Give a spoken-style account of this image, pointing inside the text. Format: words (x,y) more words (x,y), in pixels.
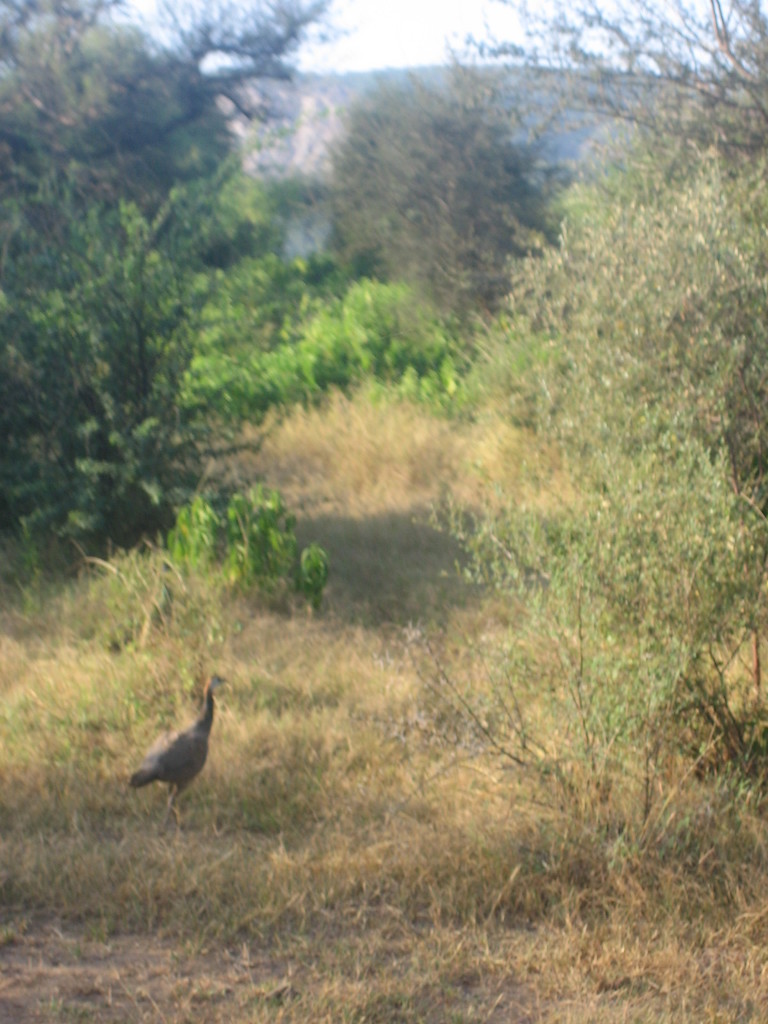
This picture is clicked outside. On the left (196,759) we can see a bird (171,758) seems to be walking on the ground (422,847) and we can see the grass (358,564), plants (246,241) and the trees (391,182). In the background (455,39) we can see the sky (453,13) and some other items (575,91).
